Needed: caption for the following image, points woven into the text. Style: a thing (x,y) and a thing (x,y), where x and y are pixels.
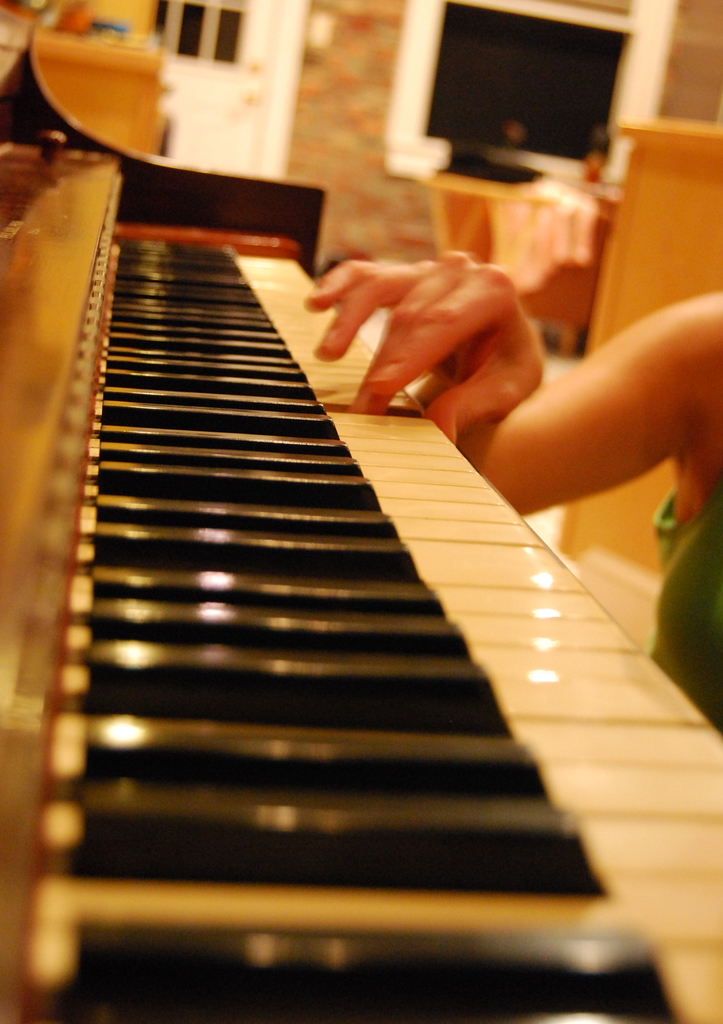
This picture shows a woman (561,470) playing piano (25,228) and we see a television (494,132) and a chair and we see a window (220,12).
